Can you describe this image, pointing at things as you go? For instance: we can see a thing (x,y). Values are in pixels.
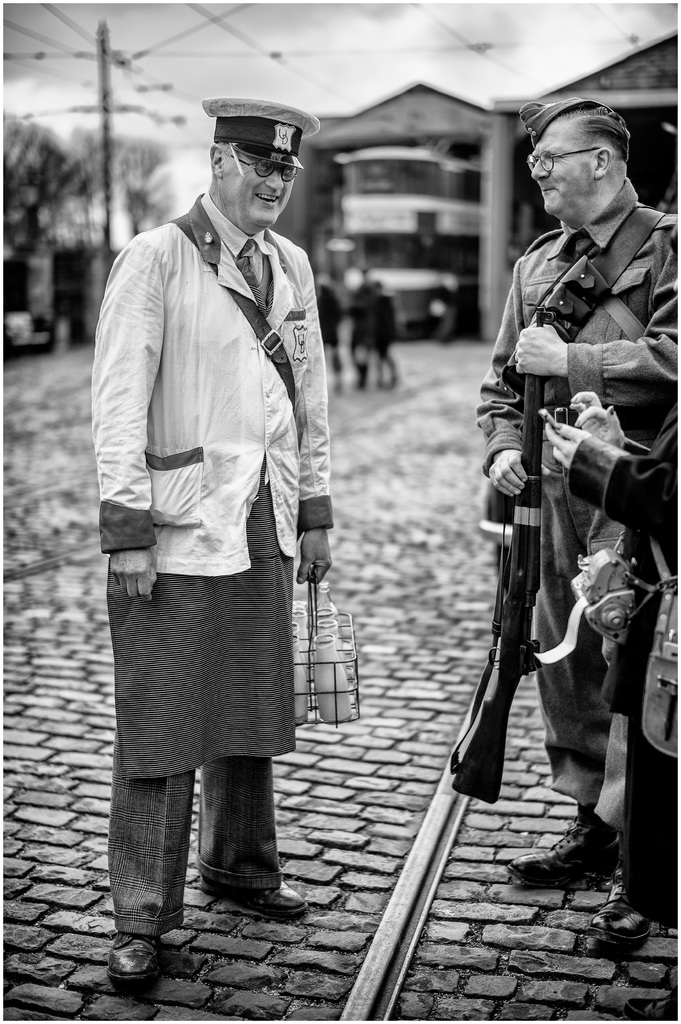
In the picture we can see two men (607,777) are standing on the path (390,754) and they are in different costumes (565,272), we can see the tracks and in the background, we can see a shed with train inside it and beside it we can see some poles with wires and behind it we can see some trees (77,174) and sky (176,147) with clouds (475,15).
